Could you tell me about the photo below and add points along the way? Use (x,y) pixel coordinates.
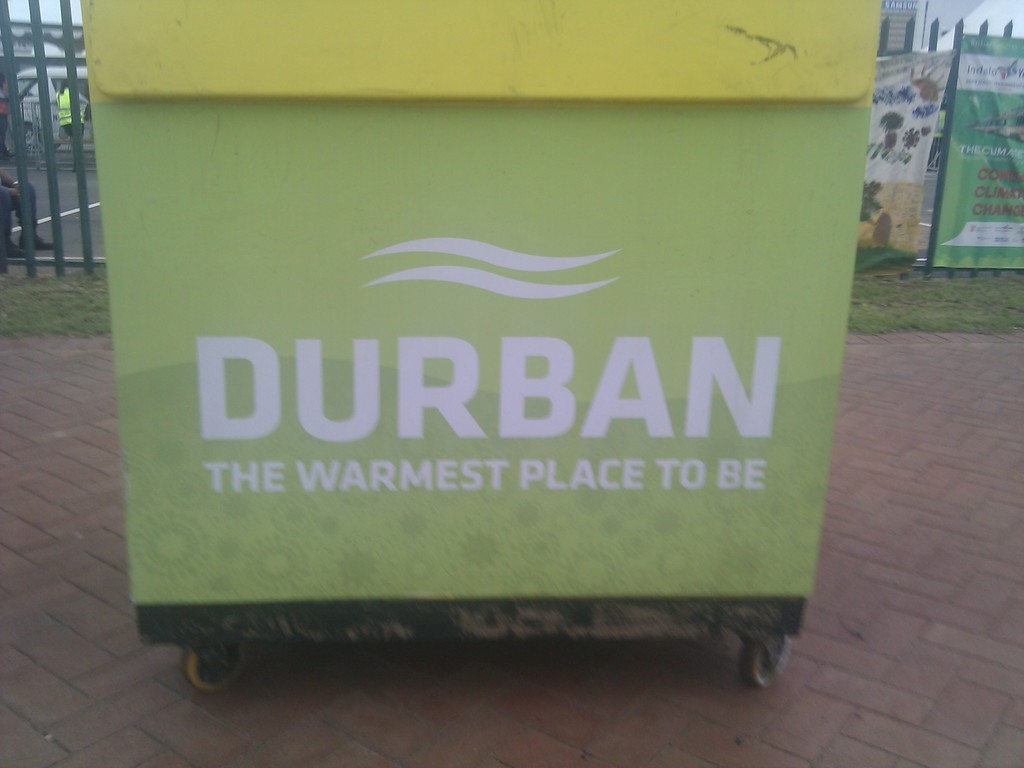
In the front of the image (636,207) there is a movable bin (607,616). Something is written on the bin (400,457). In the background of the image (1013,117) there is a grill (25,263), grass (867,329), banners (1016,140), people (62,83), vehicle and objects (54,37).
